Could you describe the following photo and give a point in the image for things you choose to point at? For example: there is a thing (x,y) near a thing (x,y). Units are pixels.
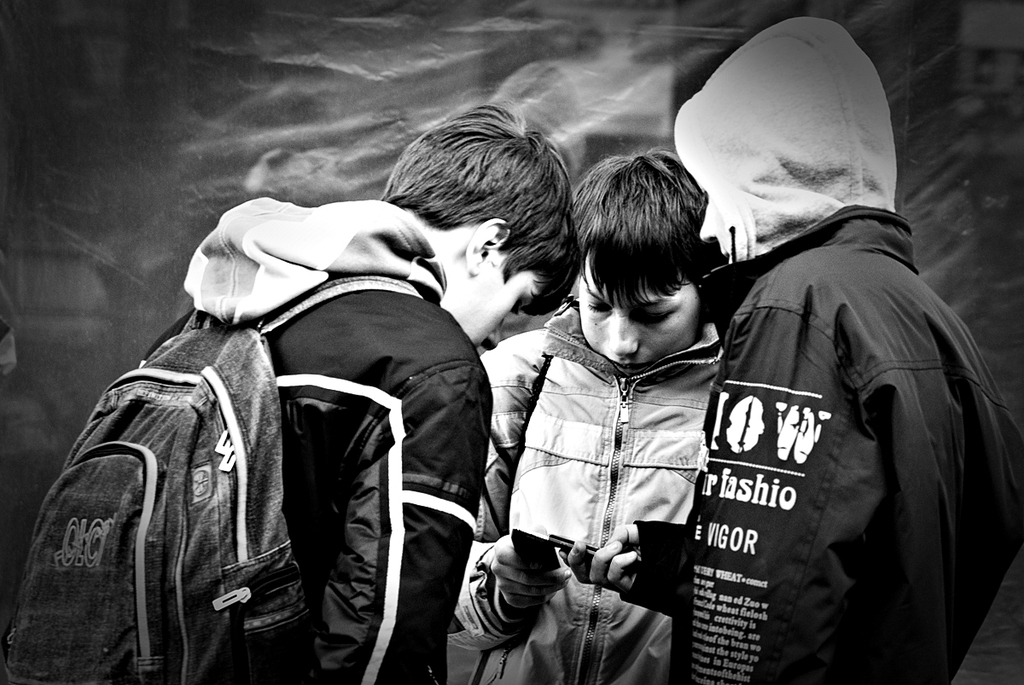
In the given image on the right hand side (810,347) i can see a persons (695,371) holding a mobile phones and on the left hand side (218,326) i can see a person (346,333) wearing a bag (266,414).
